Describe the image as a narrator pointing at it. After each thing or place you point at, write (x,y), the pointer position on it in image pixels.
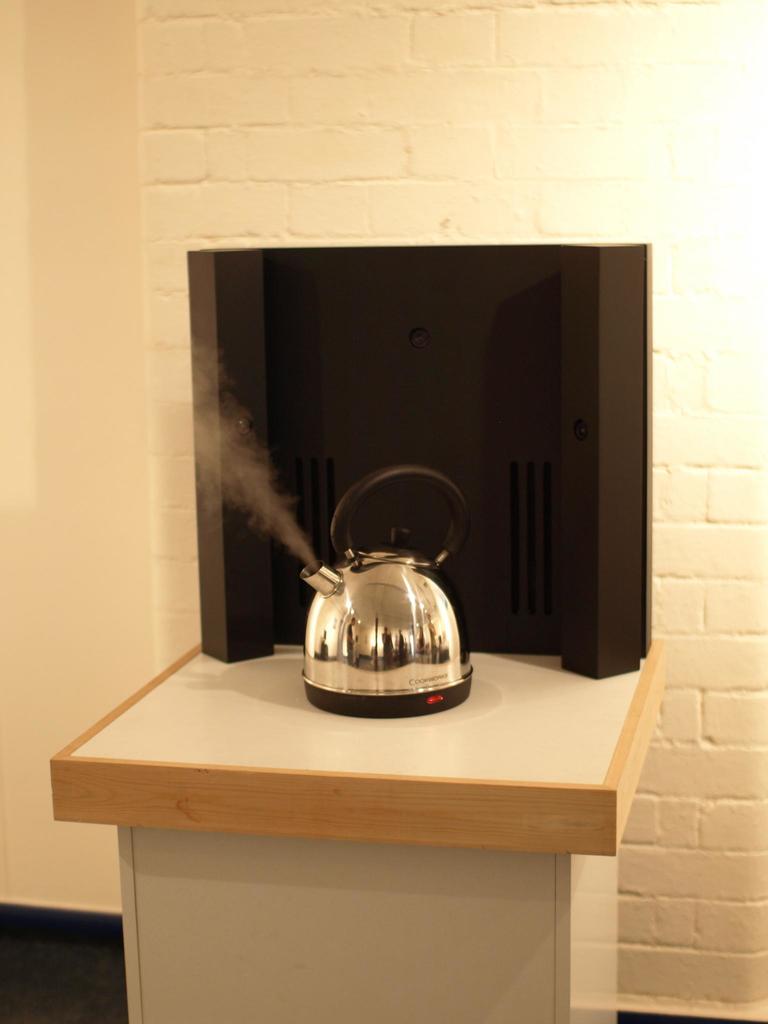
In this image, we can see a kettle (422,601) on the table (372,837) which is in front of the wall (65,501).
